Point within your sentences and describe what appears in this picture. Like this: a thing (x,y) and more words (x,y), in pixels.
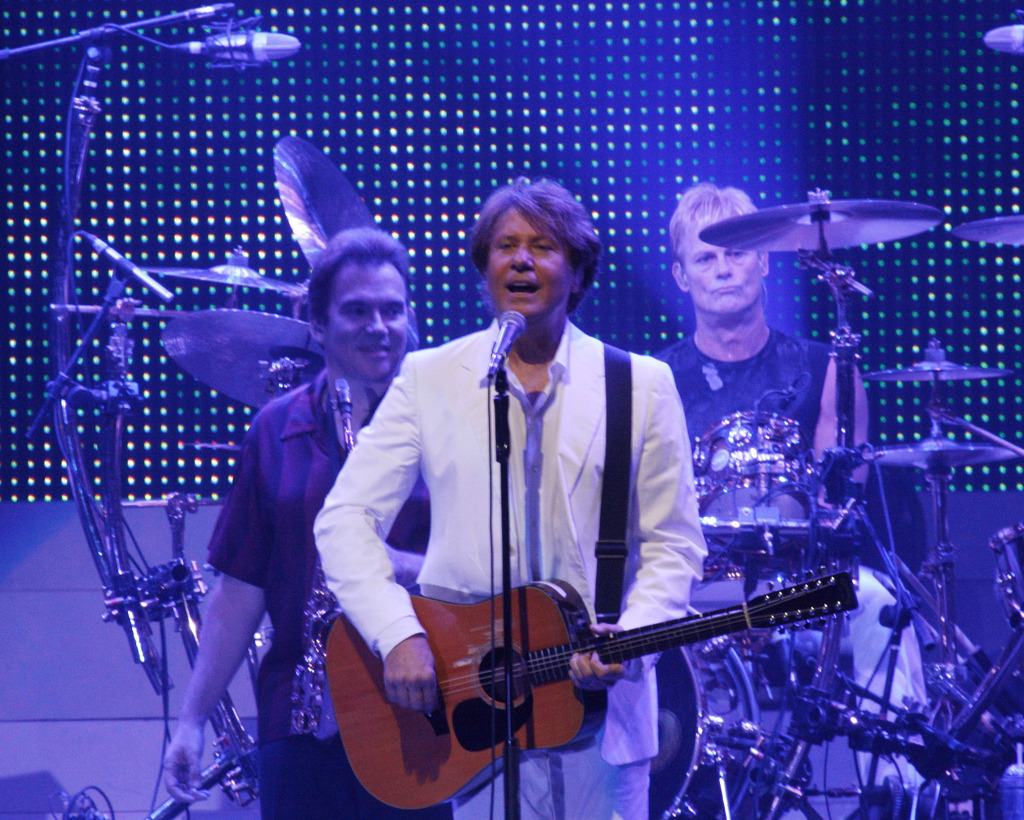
In this image there are three person (366,532) standing. In front (549,388) the person (536,466) is holding the guitar (402,706). There is a mic (500,335) and a stand (498,420).
